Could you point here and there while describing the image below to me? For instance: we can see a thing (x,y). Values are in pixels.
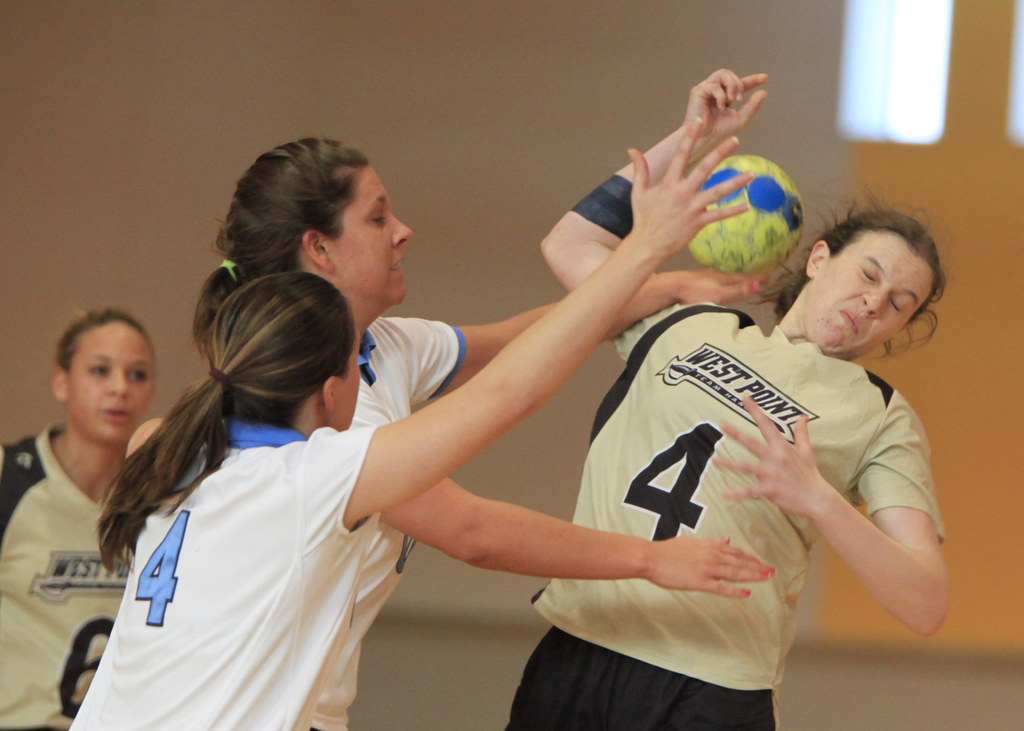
In this picture we can see a wall (343,82), and a woman (674,397) standing on the floor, and here are the group of people (283,489) are playing with the ball (745,194).
